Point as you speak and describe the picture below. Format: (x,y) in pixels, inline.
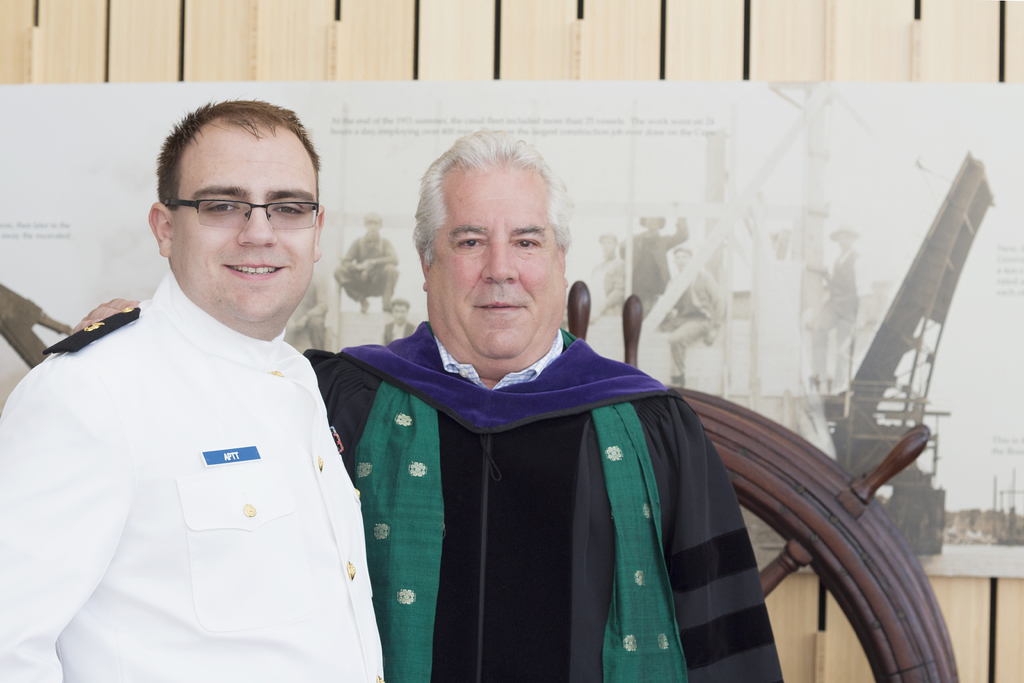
In the image there is an old man (509,282) in black dress (558,477) and white hair (472,142) standing beside a man (266,286) in white dress (241,467), behind them there is a wall (24,45) with a wallpaper (759,237) and a wooden steering wheel (798,479) on it.
